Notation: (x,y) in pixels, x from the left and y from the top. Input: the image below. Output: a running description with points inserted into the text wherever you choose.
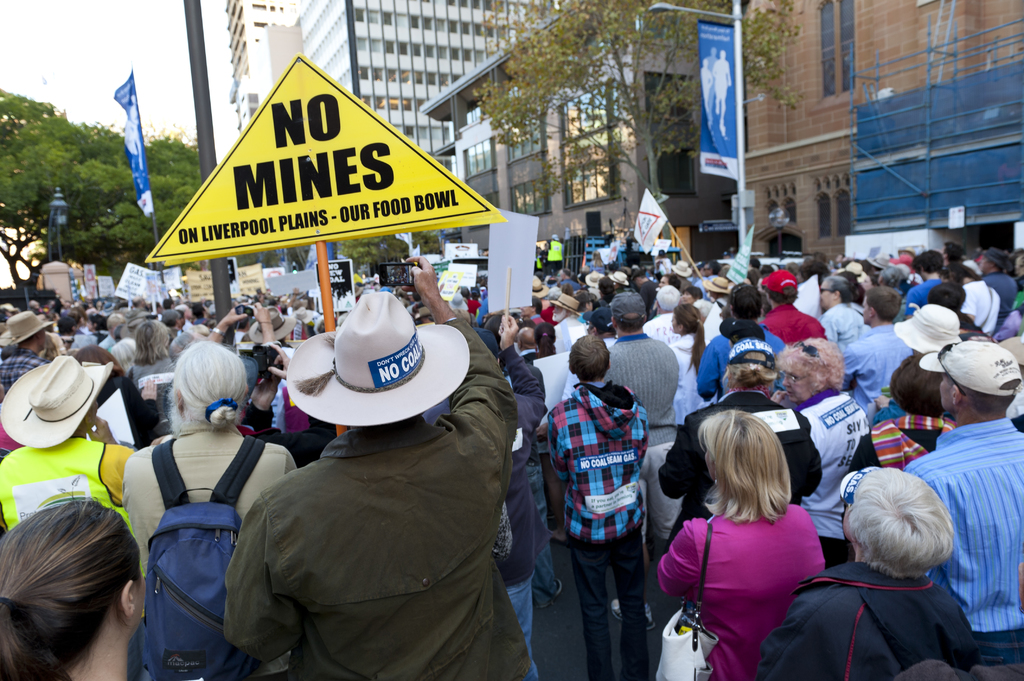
There is a crowd (380,299). some are wearing hats (305,396) and bags (222,527). There is a yellow board (309,203) with something written on that. In the back (155,133) there are trees (481,106), buildings (458,105) and flags (715,41).
